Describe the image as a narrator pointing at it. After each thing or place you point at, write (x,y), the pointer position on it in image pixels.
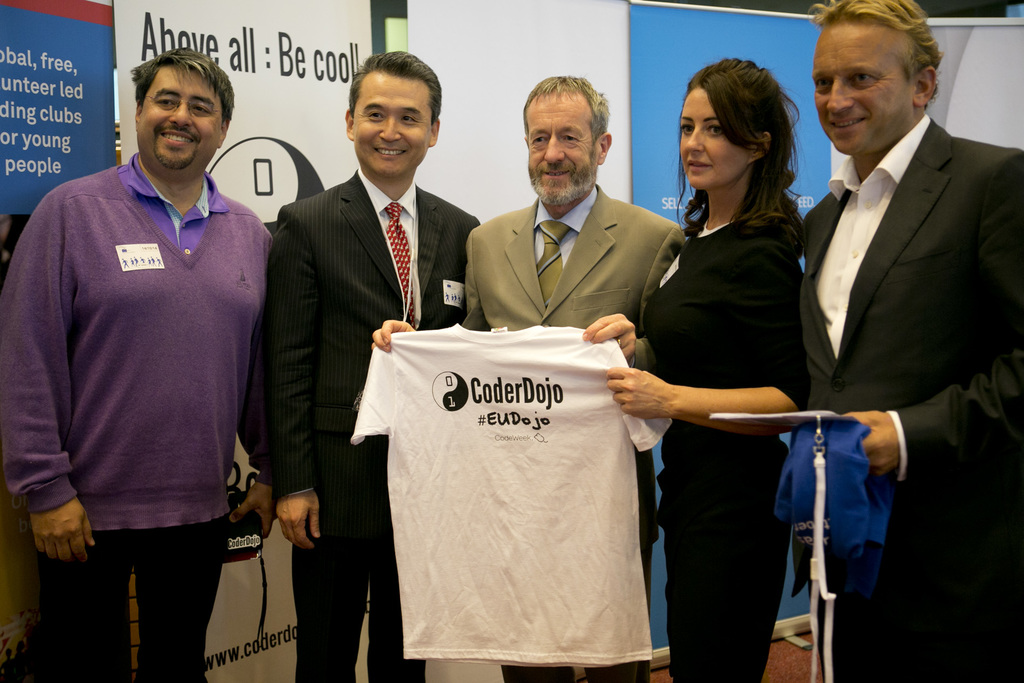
In this image we can see many persons (716,290) standing on the floor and holding camera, t-shirt (447,405). In the background (737,41) we can see advertisements (231,50) and wall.
